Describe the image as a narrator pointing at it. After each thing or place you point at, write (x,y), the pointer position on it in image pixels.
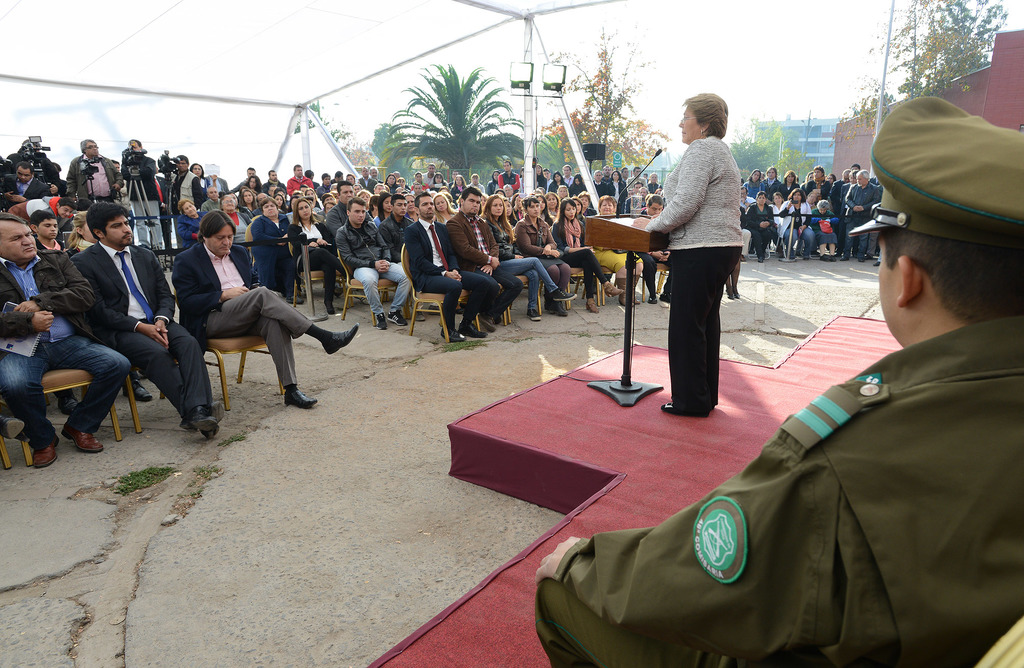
On the right side of the image (877,494) we can see one person (874,518) is sitting and he is in a different costume (889,475) and we can see he is wearing a cap (936,223). In the center of the image (605,428), we can see one stage (656,400). On the stage (614,437), we can see one person (721,259) is standing. In front of her, we can see one stand (621,235) and one microphone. In the background (657,173), we can see the sky (555,26), buildings (957,81), fences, poles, trees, few people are standing, few people (606,256) are sitting on the chairs (440,299), few people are holding some objects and a few other objects (354,59).
